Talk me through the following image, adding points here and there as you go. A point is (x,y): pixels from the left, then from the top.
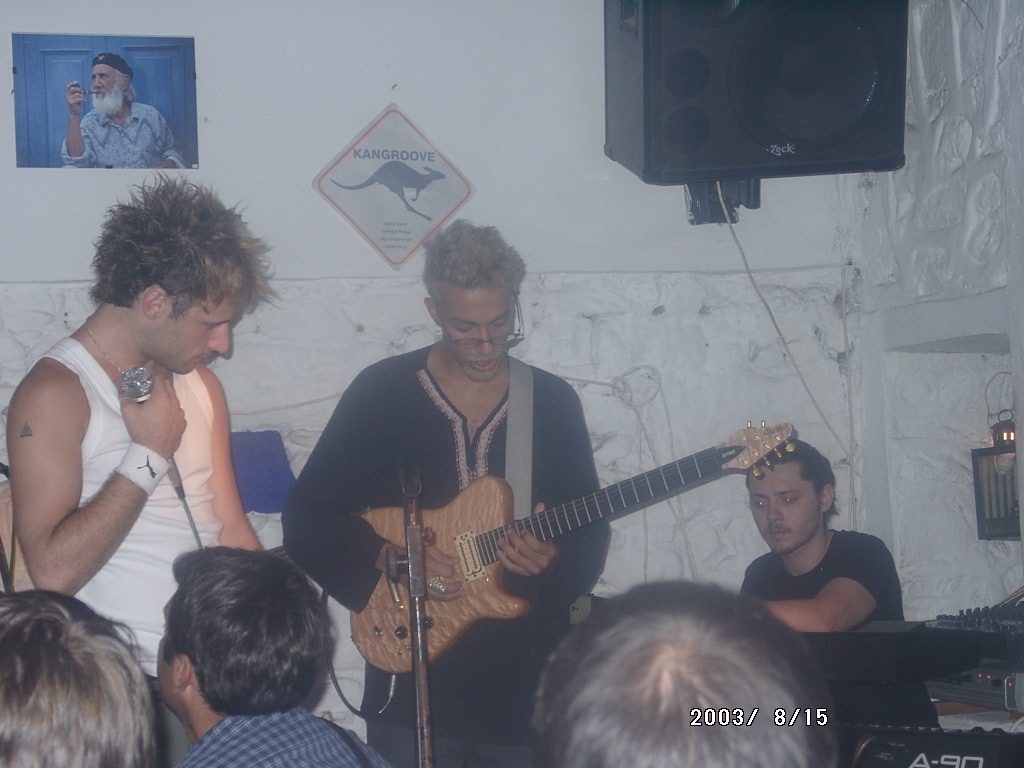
The picture is taken inside a room (707,435) and at the left corner of the picture (124,411) one person (70,546) is standing in white dress (103,584) and holding microphone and another person (429,454) standing and playing guitar (467,583) wearing black dress (567,468) beside him one person (807,584) is sitting in black dress (785,584) and in front of these three people (349,541) there are three more people (639,735) sitting and behind the people (136,289) there is one wall (547,55) where one speaker (833,94) is attached to it and one photo (175,132).
